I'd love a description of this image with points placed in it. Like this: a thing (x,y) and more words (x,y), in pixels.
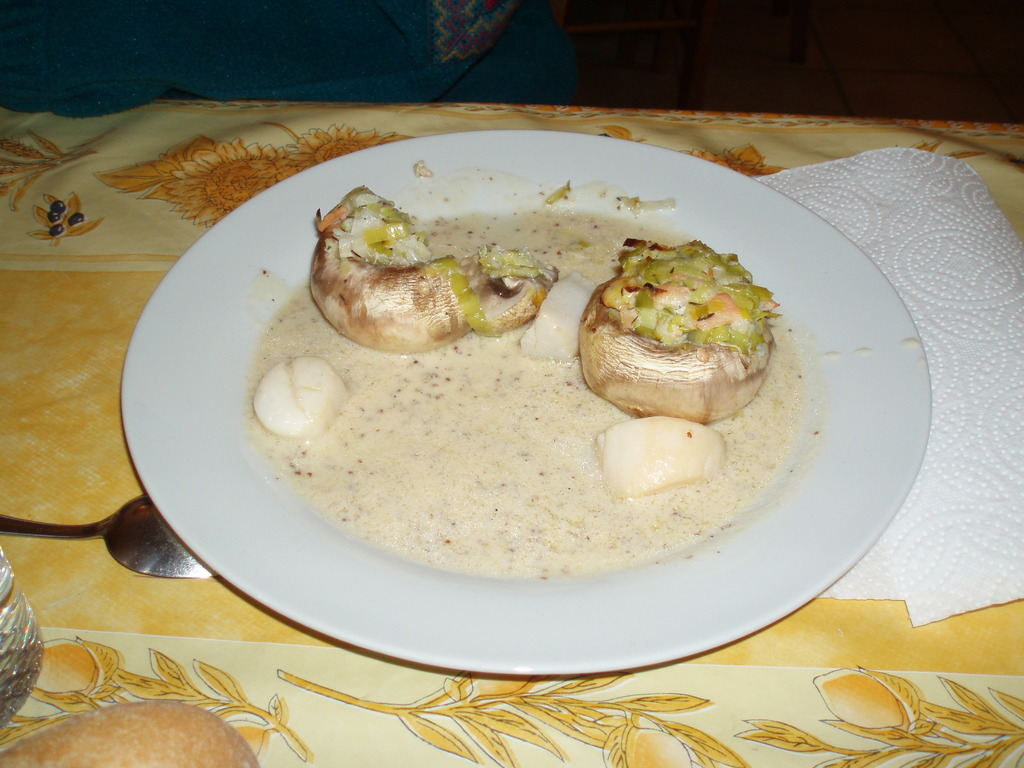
There is a food item (511,381) kept in a white color plate (235,434) as we can see in the middle of this image (361,368). There is a spoon (161,540) on the left side of this image (91,533) and there is a tissue paper (982,376) on the right side of this image (973,429).
